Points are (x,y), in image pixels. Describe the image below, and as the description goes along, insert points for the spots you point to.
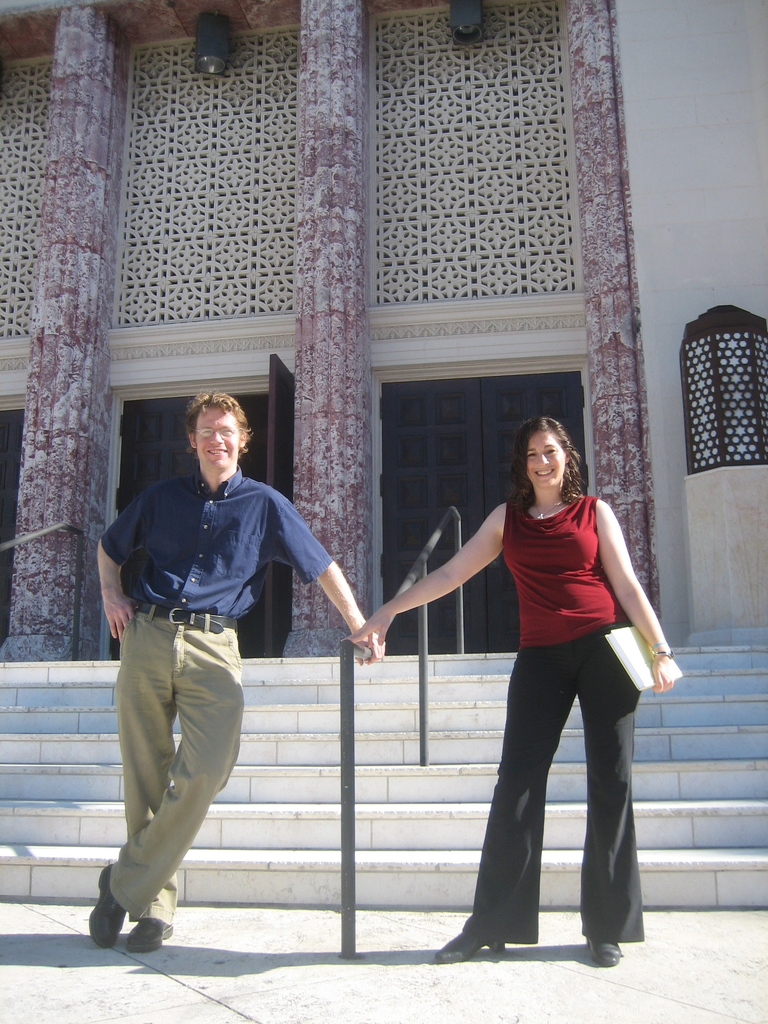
In this picture we can see a man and a woman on the ground (522,992) and a woman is holding a book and in the background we can see a building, steps (764,881) and railings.
